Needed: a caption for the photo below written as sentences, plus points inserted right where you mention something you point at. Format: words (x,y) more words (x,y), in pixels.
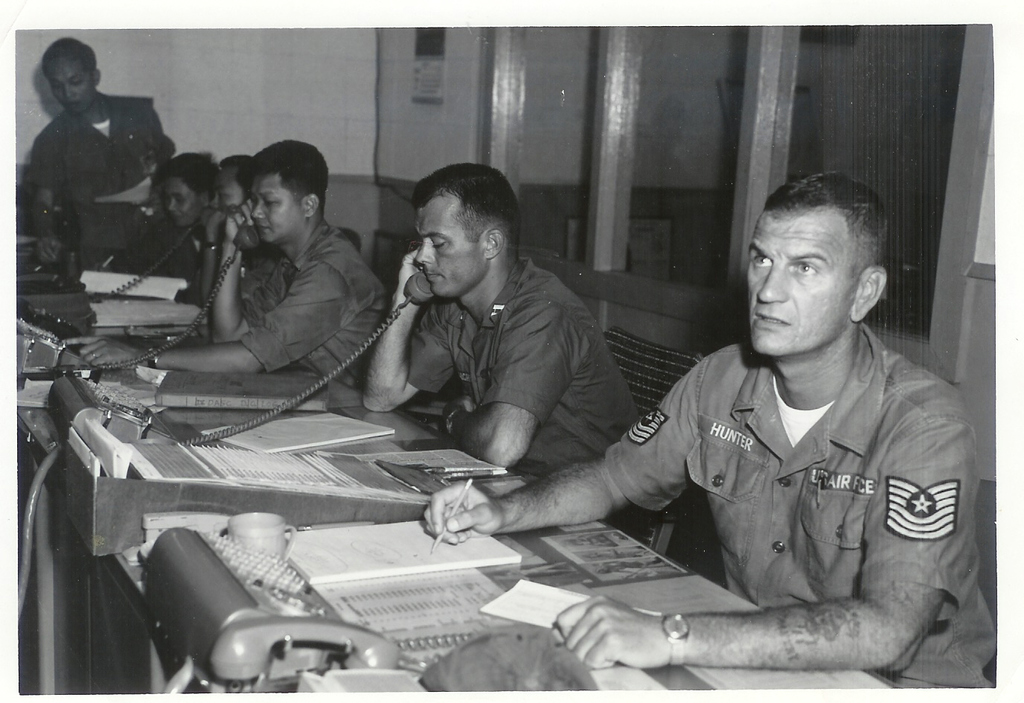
In this picture there are five men (308,228) sitting on chairs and man (41,175) standing, these three men (322,209) holding telephones (200,221). We can see telephones (268,635), books (294,421) and objects (438,543) on the table (97,597). In the background of the image (319,91) we can see poster (427,99) on the wall (348,75) and glass (928,93).
